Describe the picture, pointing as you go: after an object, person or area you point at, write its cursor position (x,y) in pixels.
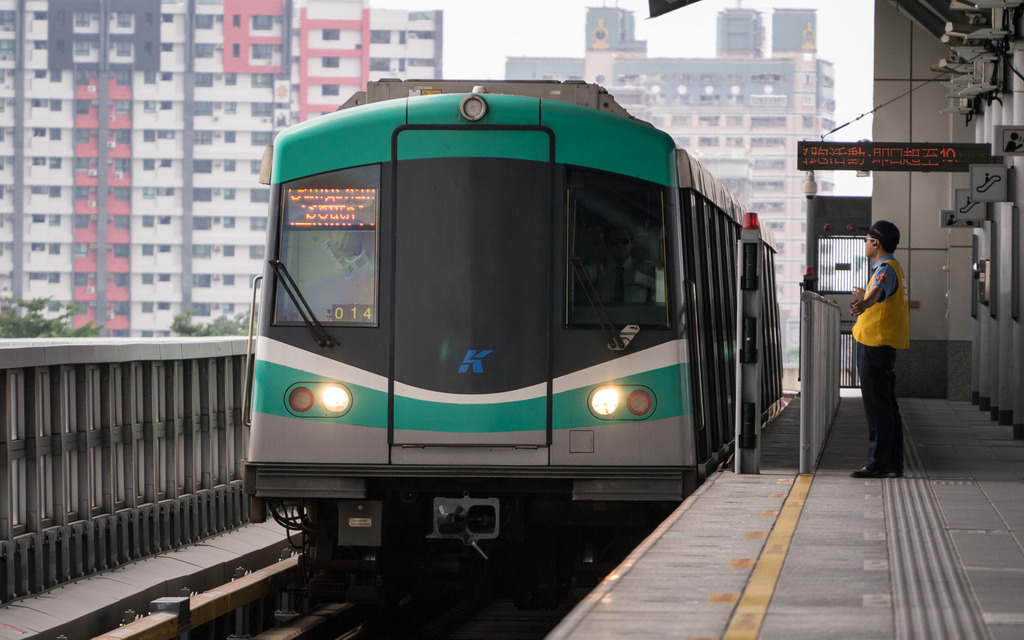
This is a picture taken in a railway station (663,530). On the right (808,376) there are platform (846,557), railing (828,385), person (875,341), led screen (901,159), cameras (955,109), sign boards (974,172), wall (932,223), gate (837,240), lights (747,228) and other objects (1018,188). In the center of the picture (519,359) there is a train (419,337) and a railway track (306,625). On the left (81,386) the trees (62,329) and railing (169,359). In the background (433,16) there are buildings (685,109).
